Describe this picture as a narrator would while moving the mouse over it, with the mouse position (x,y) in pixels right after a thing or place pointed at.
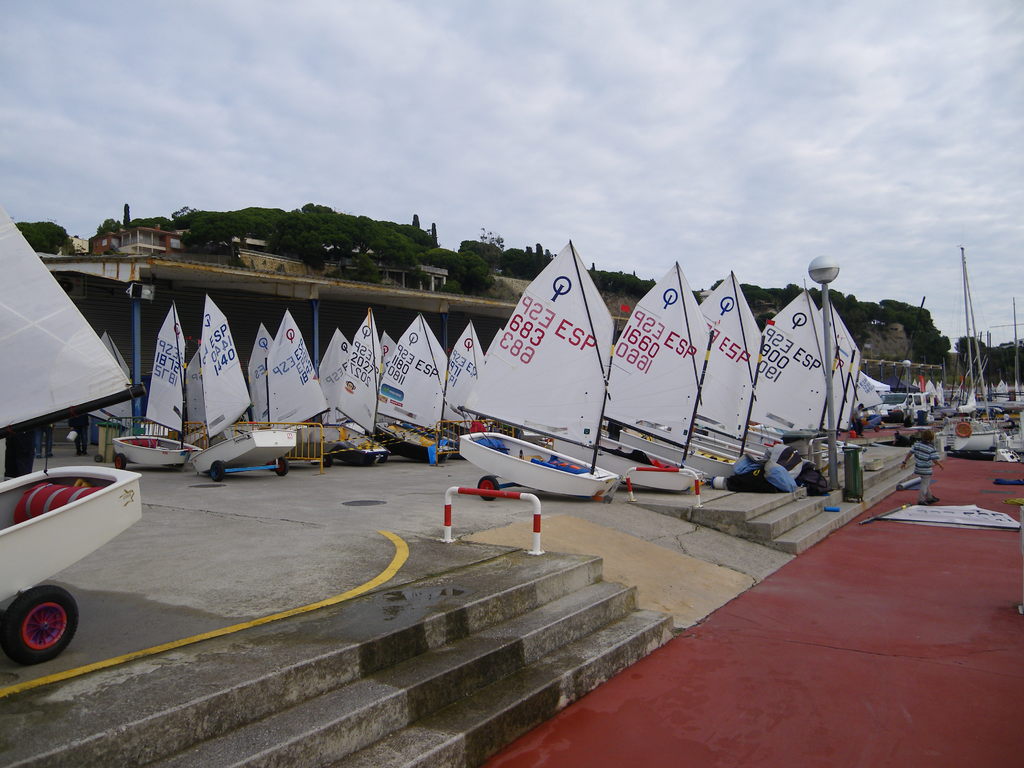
In the image on the floor (218,616) there are many boats (561,397) and poles (831,441). There are steps (406,652) and rods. In the background (311,254) there are trees (323,247). At the top of the image (185,60) there is a sky (314,77).
